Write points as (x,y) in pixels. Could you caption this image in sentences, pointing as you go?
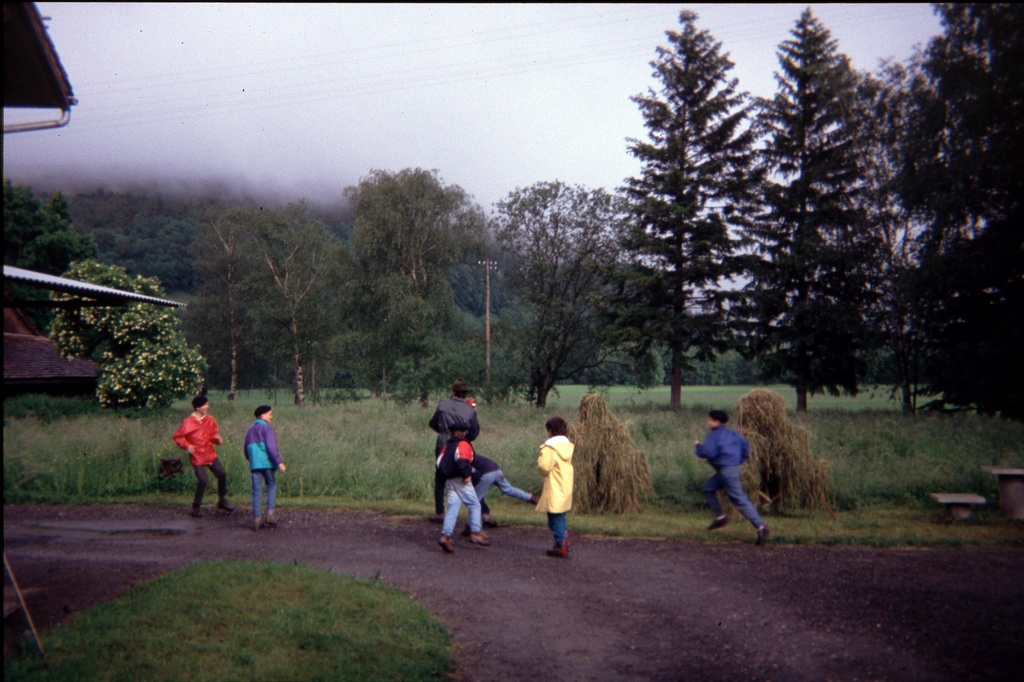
In this picture we can see some people (481,483) standing here, at the bottom (322,493) there is grass (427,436), we can see some trees (597,308) here, there is the sky (525,96) at the top of the picture (415,72).
